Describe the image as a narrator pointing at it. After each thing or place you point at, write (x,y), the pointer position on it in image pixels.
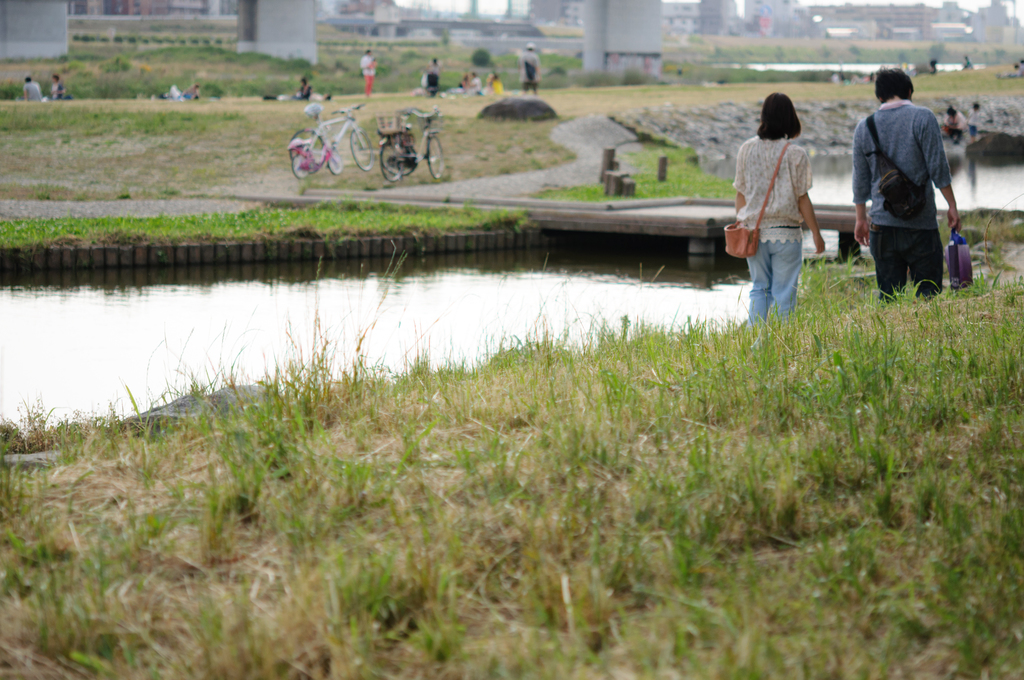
In this image at the bottom (269,472) there is grass (118,429) and small pond (555,319) and also we could see some people (864,170) and cycles (391,149), in the background (363,11) there are some buildings (143,11), grass (923,75) and some pillars (600,66).
